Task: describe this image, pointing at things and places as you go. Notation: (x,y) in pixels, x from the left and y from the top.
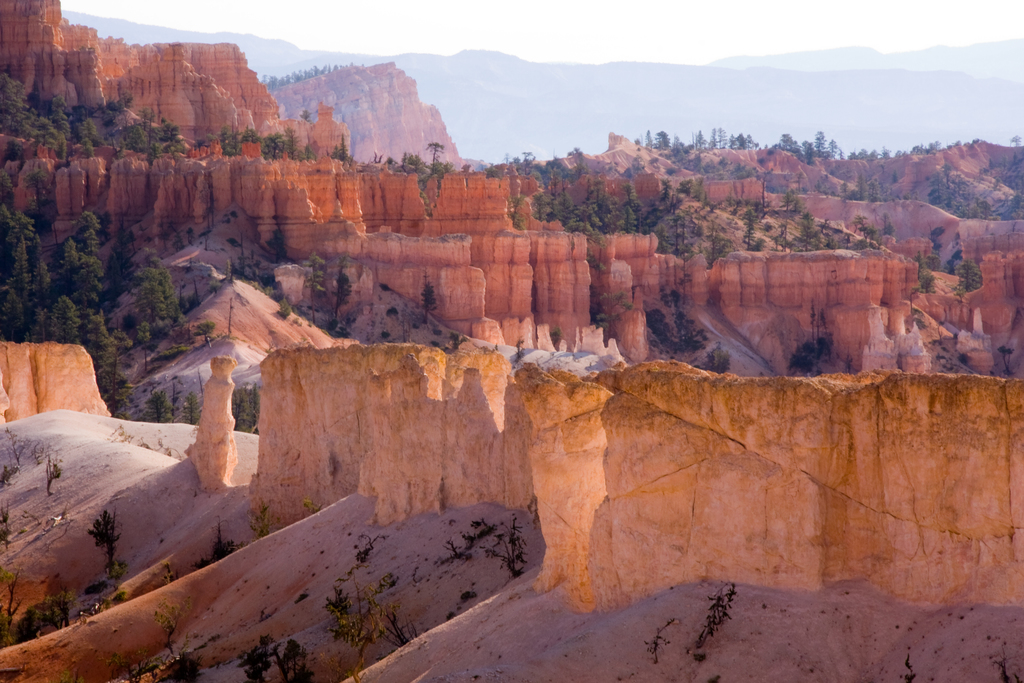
In this image we can see the mountains (456,247) and a group of trees (107,399). In the background (581,141), we can see few more mountains (613,98). At the top (569,24) we can see the sky (502,22).
